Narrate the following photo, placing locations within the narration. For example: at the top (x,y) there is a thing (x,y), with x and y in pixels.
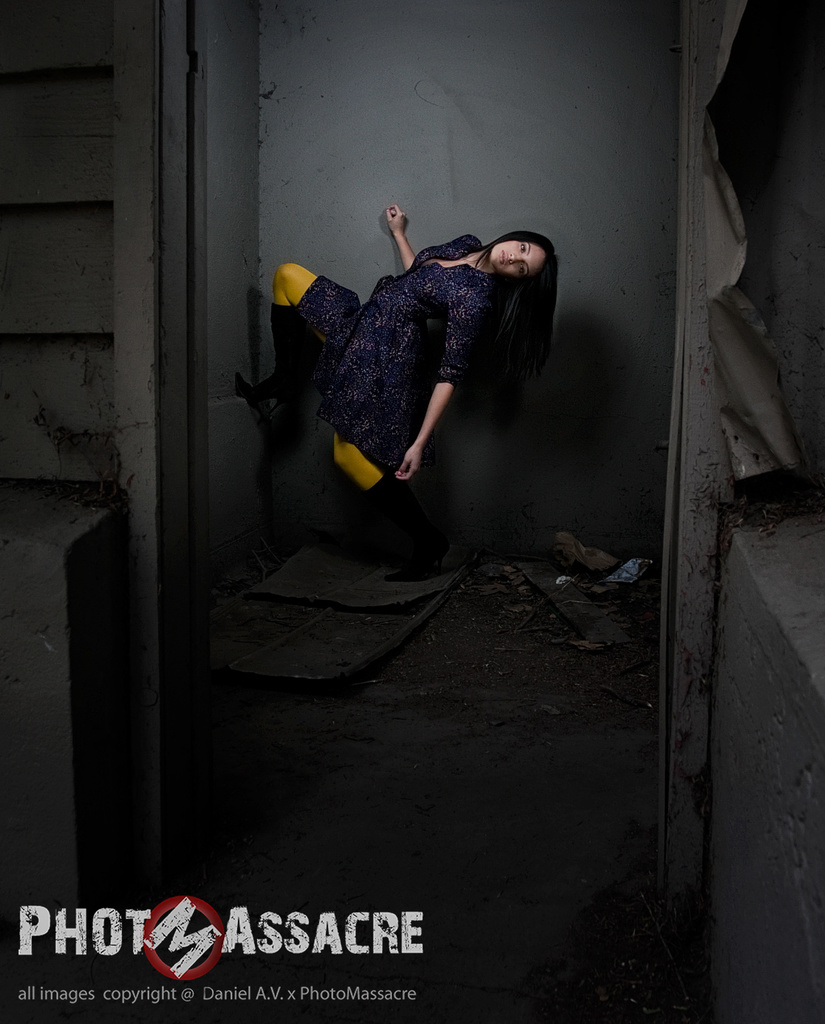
This is an inside view. On the right (724,398) and left sides of the image I can see the walls (812,547). In the background (385,426) there is a woman (443,259) wearing a blue color dress (396,398), standing and giving pose for the picture. In the bottom left (75,930), I can see some edited text (191,930).
